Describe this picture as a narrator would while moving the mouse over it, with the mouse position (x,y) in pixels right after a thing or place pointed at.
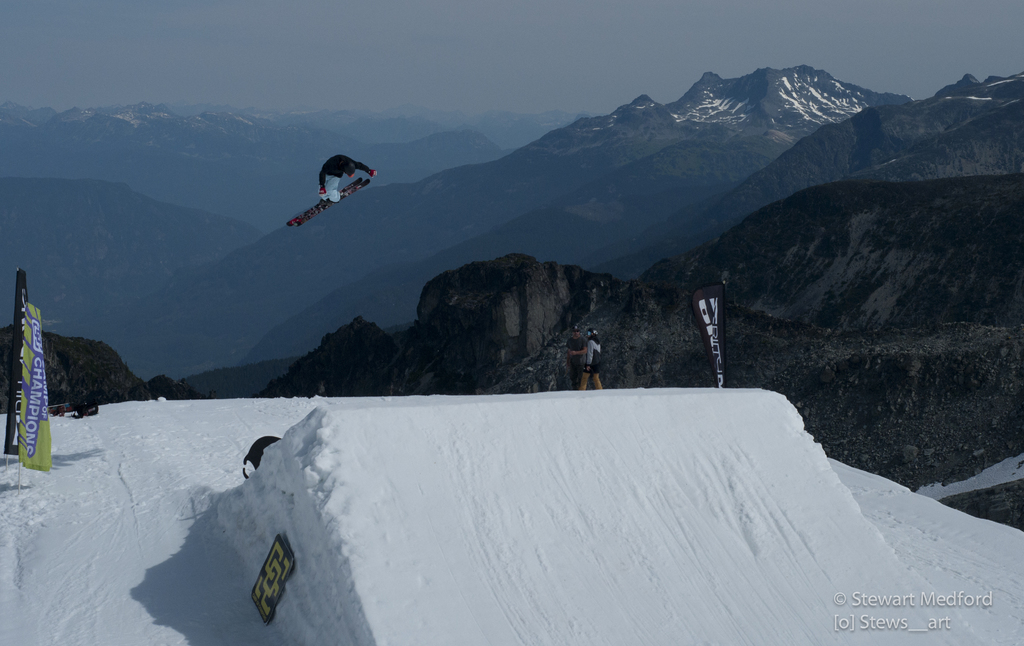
In this picture there is a person (340,167) wearing skis (324,207) is in the air (346,199) and there is snow (407,429) below him and there are few flags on either sides of him and there are mountains (465,180) in the background (718,255).
